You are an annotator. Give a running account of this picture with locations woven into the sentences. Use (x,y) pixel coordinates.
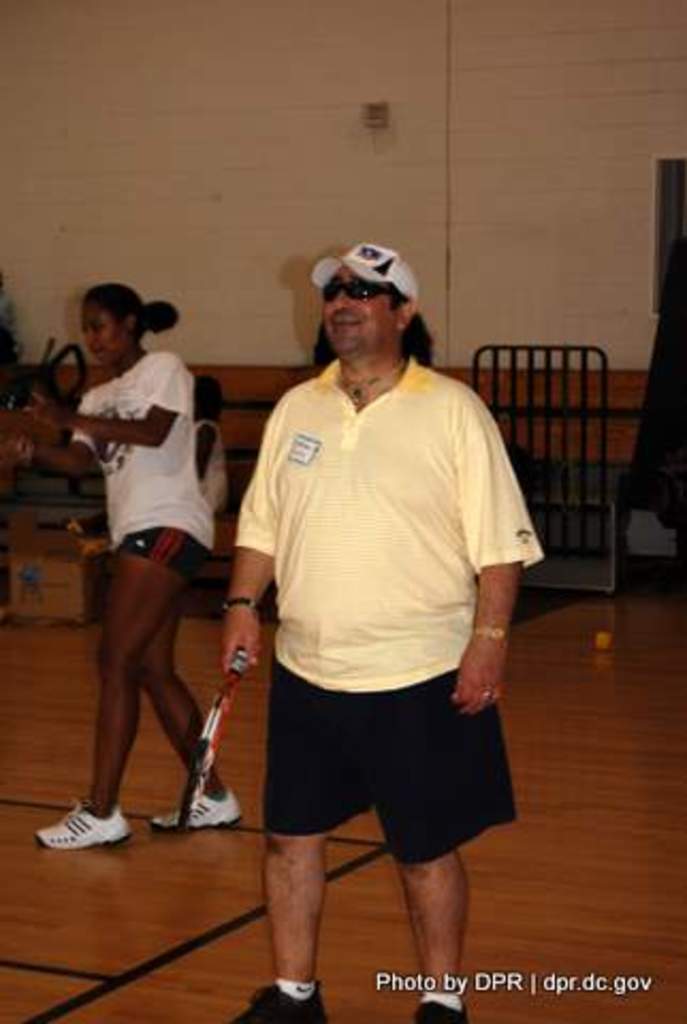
In the center of the image (374,554) a man (374,610) is standing and holding a racket (236,670) in his hand (250,652). In the background of the image (192,454) some persons (194,444) are there. At the top of the image (511,159) wall (537,116) is there. At the bottom of the image (592,876) floor (587,889) is present. In the middle of the image (236,436) bench (621,401) and a stand (568,463) is there and a box (66,594) is present.
